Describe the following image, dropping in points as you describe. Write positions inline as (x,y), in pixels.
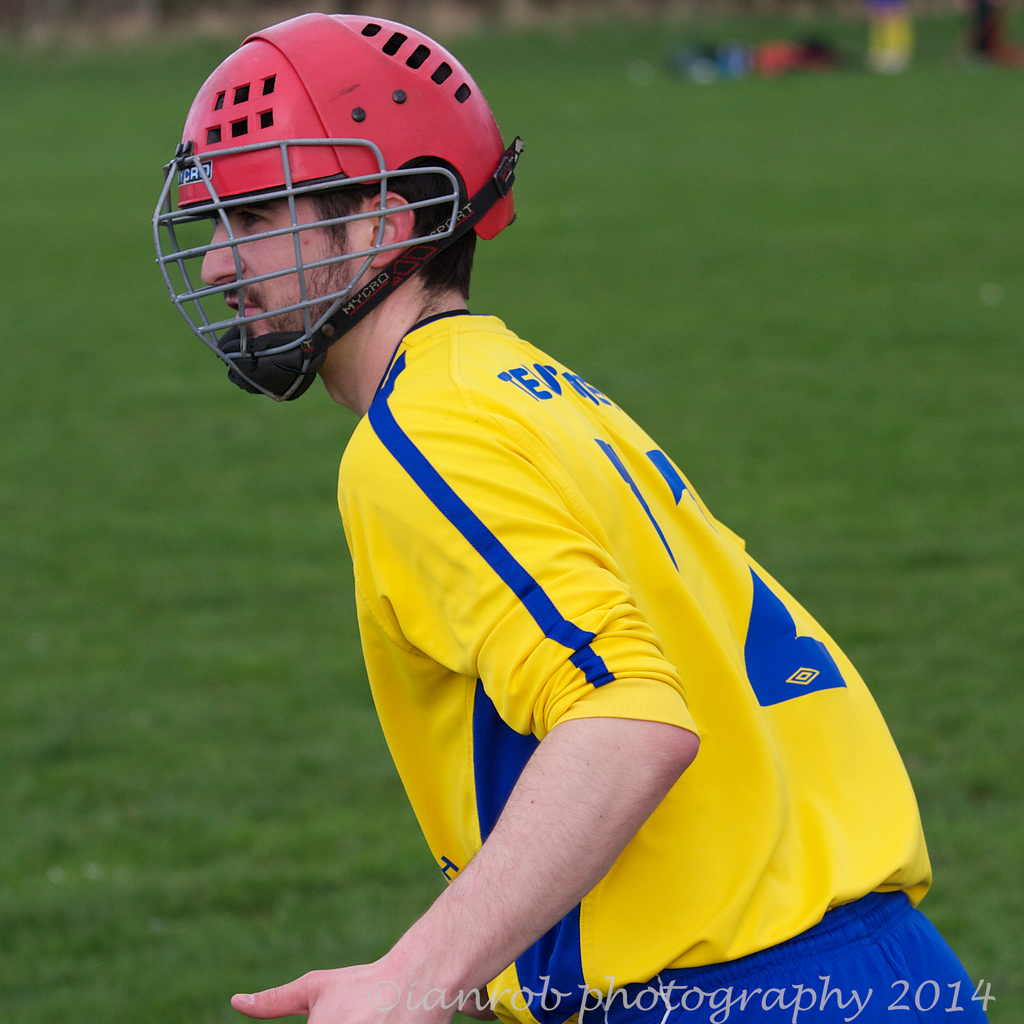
In the image we can see the close up image of the person (487,448) wearing clothes (464,405) and helmet (291,97). Here we can see the grass (204,634) and the background (690,191) is slightly blurred. On the bottom right (763,1006) we can see the watermark (797,1002).
